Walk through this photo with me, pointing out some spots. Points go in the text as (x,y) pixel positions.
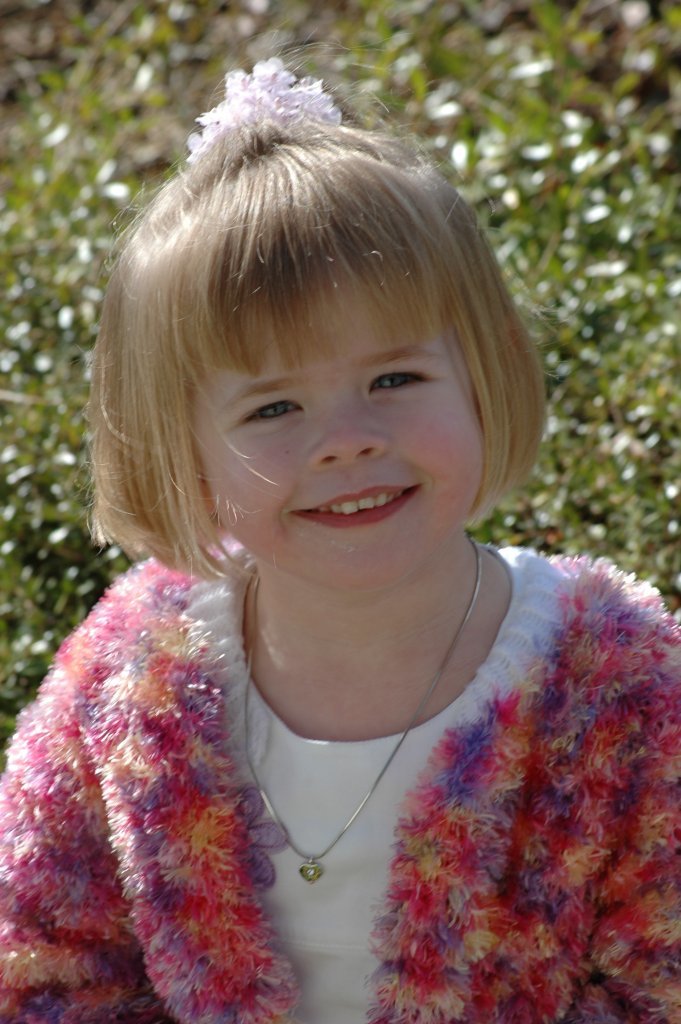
In the image we can see a girl (347,286) wearing clothes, neck chain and she is smiling. Here we can see the grass (509,243) and the background (461,156) is slightly blurred.
